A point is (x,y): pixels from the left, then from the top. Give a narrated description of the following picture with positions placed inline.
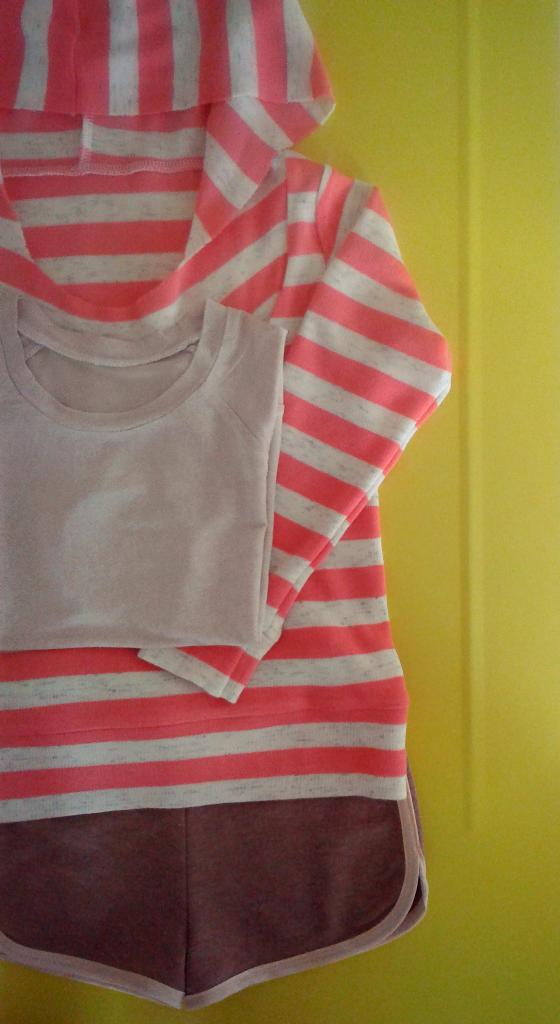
In this picture there is a cream color t-shirt (221,458) and there is a pink and cream striped dress (251,704). At the back (440,754) there is a yellow color background (429,896).
